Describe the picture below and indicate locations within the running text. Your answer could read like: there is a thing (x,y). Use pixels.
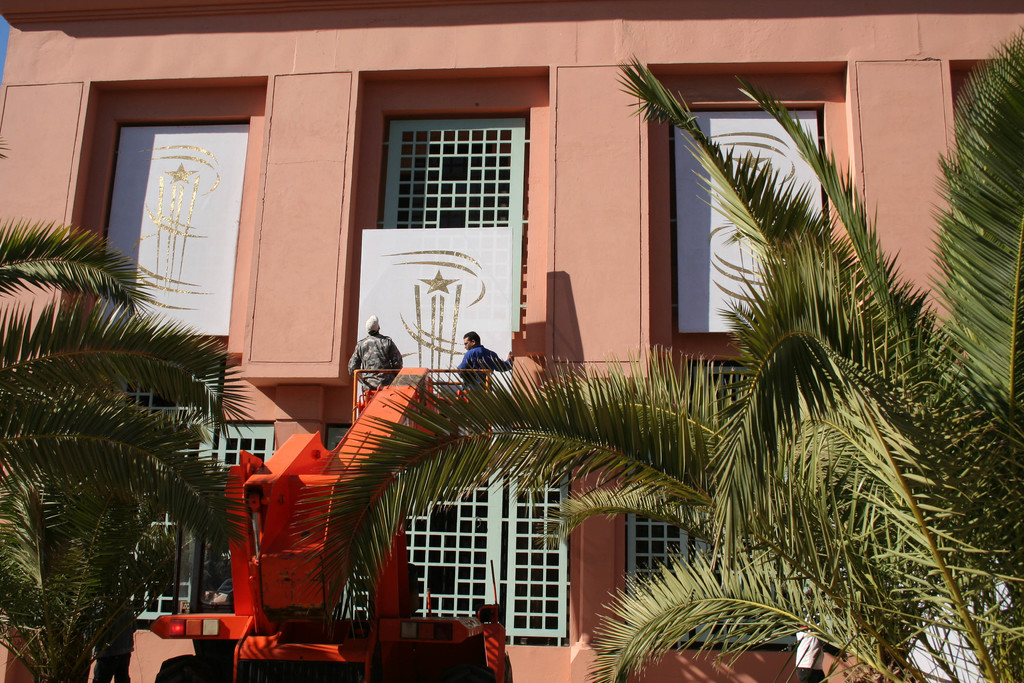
At the bottom of this image (304,591) there is a vehicle (332,466) which seems to be a crane (399,551) and two persons (383,361) are standing on this. On the right (889,367) and left side of the image (44,434) there are trees (720,478). In the background (328,156) there is a building (394,179).
